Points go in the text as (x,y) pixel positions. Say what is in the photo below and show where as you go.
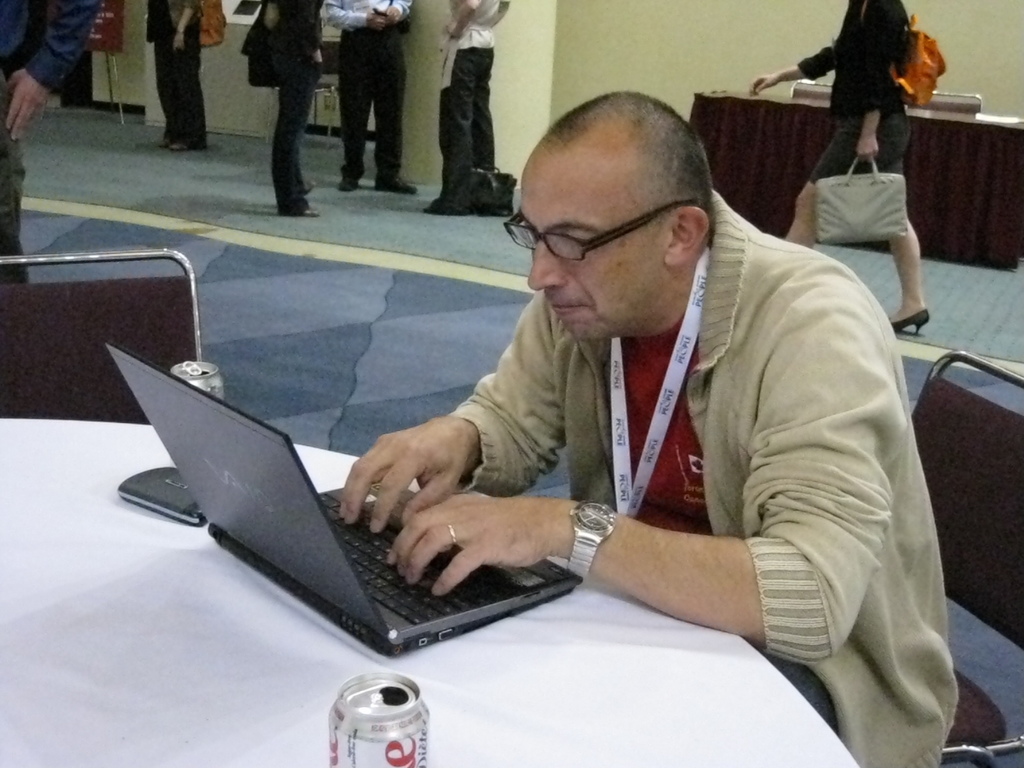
In the background (741,19) we can see the wall (954,26), table (1018,149), board (105,20), a bag (490,197) on the floor (360,218) and few objects (948,101). In this picture we can see the people (171,25) standing. On the right side of the picture (802,377) we can see a man (793,584) wearing spectacles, wrist watch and sitting on a chair (959,353). He is staring at a laptop (295,506) and it seems like he is typing. On a table (251,743) we can see the drinking tins (420,729) and an object (127,483). We can also see a chair (180,276). We can see a woman (888,40) wearing a bag (934,73) and holding another bag (866,175). She is walking.
